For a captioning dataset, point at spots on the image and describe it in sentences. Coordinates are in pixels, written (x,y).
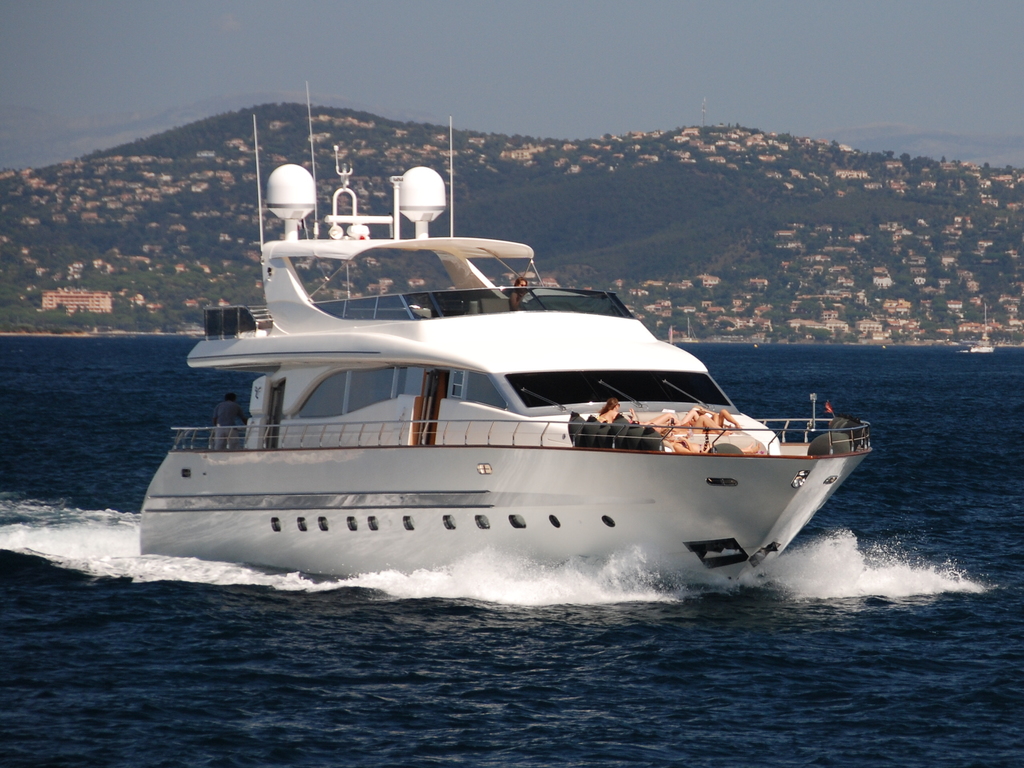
In this picture we can see a ship (336,566) on water (924,357) with some people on it, buildings (76,294), trees (674,221), mountains (142,174) and in the background (569,28) we can see the sky (445,59).
